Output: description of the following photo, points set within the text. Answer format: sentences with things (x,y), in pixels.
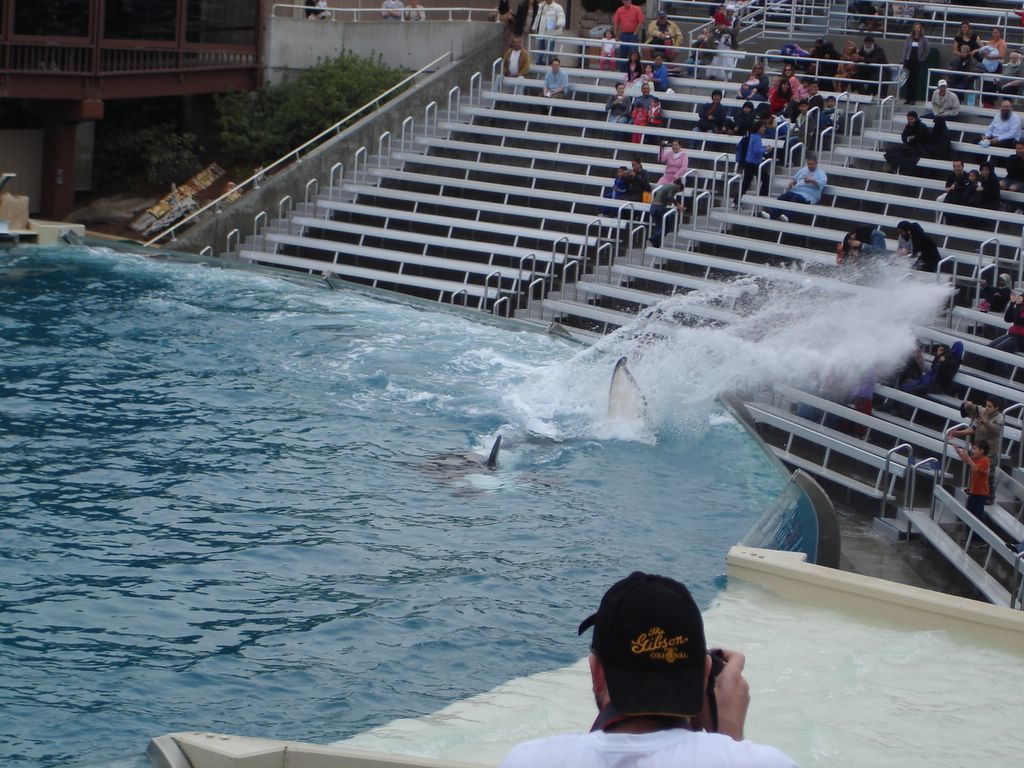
In this image there is water (266,524) in the middle (348,416). In the water (466,441) there are two fishes (634,386). At the bottom (820,704) there is a slide (895,707). Beside the slide (767,716) there is a man (670,702) who is taking the pictures with the camera (712,663). In the background (655,204) there are so many people (817,157) sitting on the benches (841,208). On the left side (101,82) top corner there is a building (111,43). Beside the building (162,85) there are plants (272,121).
